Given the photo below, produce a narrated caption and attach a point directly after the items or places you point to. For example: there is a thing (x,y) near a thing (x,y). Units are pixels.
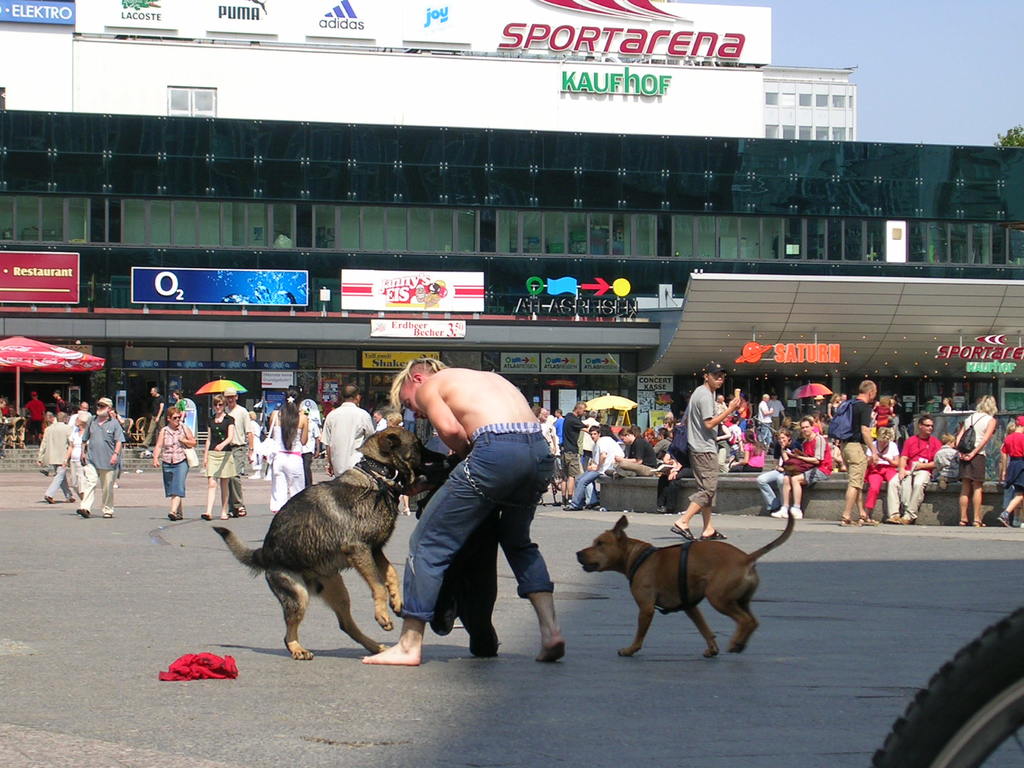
As we can see in the image there is a building (546,195), banner (388,291), poster (409,285), few people (409,367) walking on road (393,556) and in the front (316,533) there are three dogs (336,559).
